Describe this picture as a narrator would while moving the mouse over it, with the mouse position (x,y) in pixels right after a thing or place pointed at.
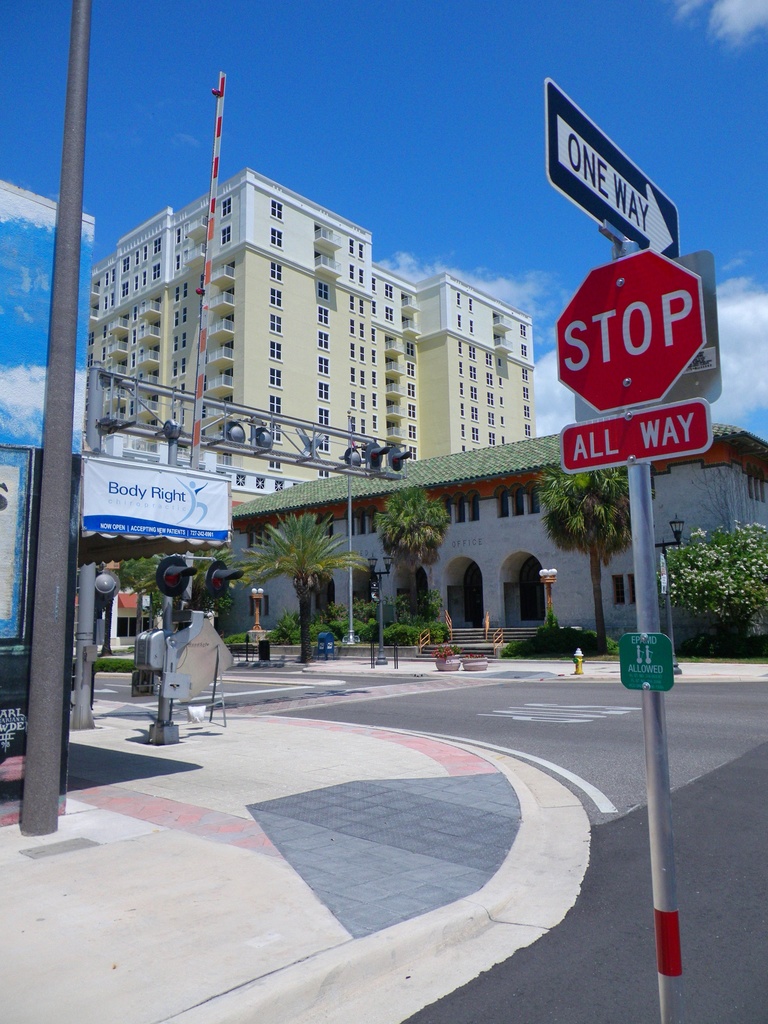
In the image we can see the building (371,413) and the windows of the building (321,374). Here we can see trees (305,560), plants (361,612) and grass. We can even see poles (92,441), sign boards (605,316) and signal poles (182,576). Here we can see the road (562,733), footpath (329,804) and the cloudy sky (384,133).
